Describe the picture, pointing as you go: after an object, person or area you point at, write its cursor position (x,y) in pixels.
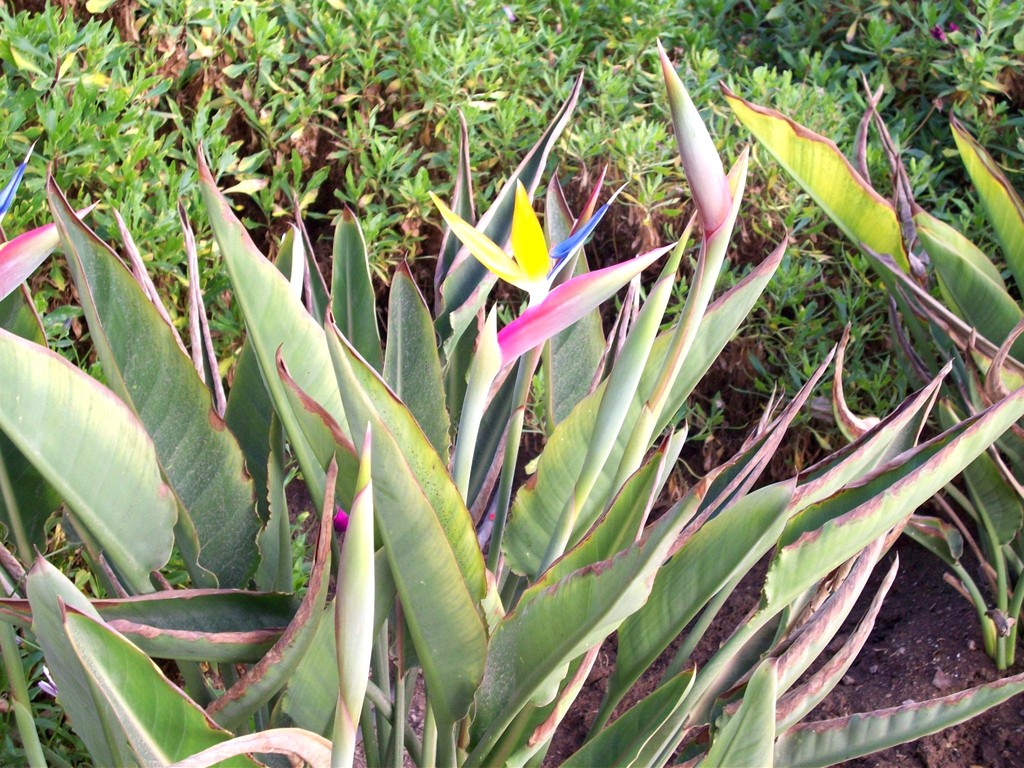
In this image we can see some plants (698,378) and ground (716,381).
